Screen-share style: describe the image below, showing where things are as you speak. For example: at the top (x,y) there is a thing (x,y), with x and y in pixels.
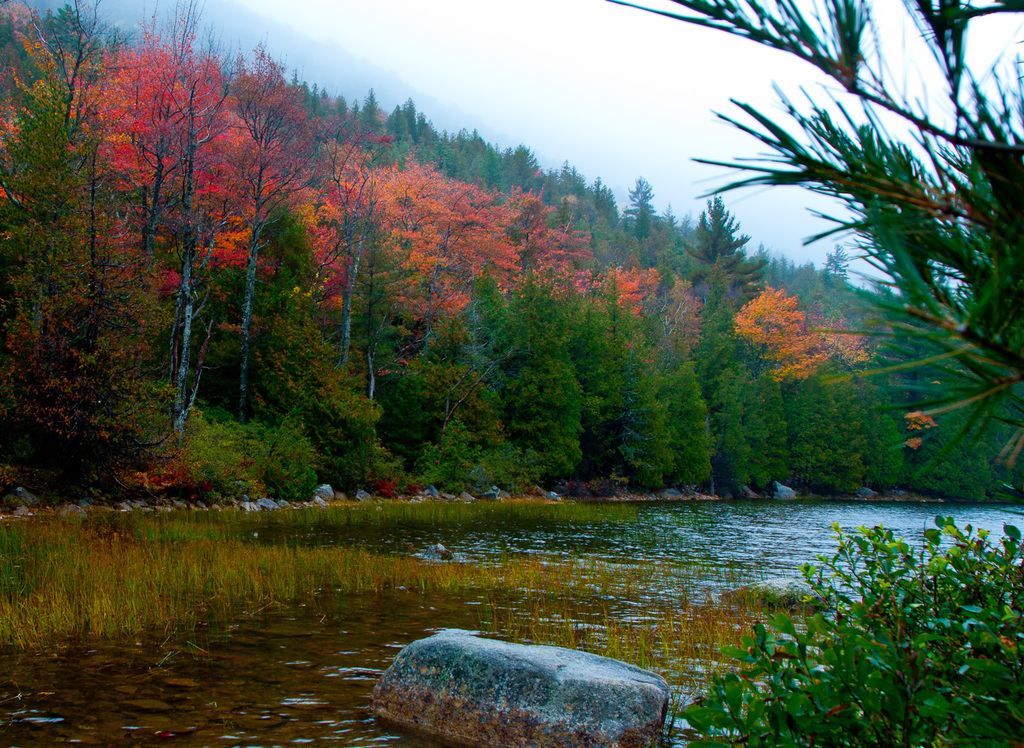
This picture is clicked outside the city. In the foreground (936,634) we can see the plants (886,649) and a rock (510,690) and a water body (271,674). In the background (57,302) we can see the plants (134,431), trees (304,159) and the sky (324,33).
